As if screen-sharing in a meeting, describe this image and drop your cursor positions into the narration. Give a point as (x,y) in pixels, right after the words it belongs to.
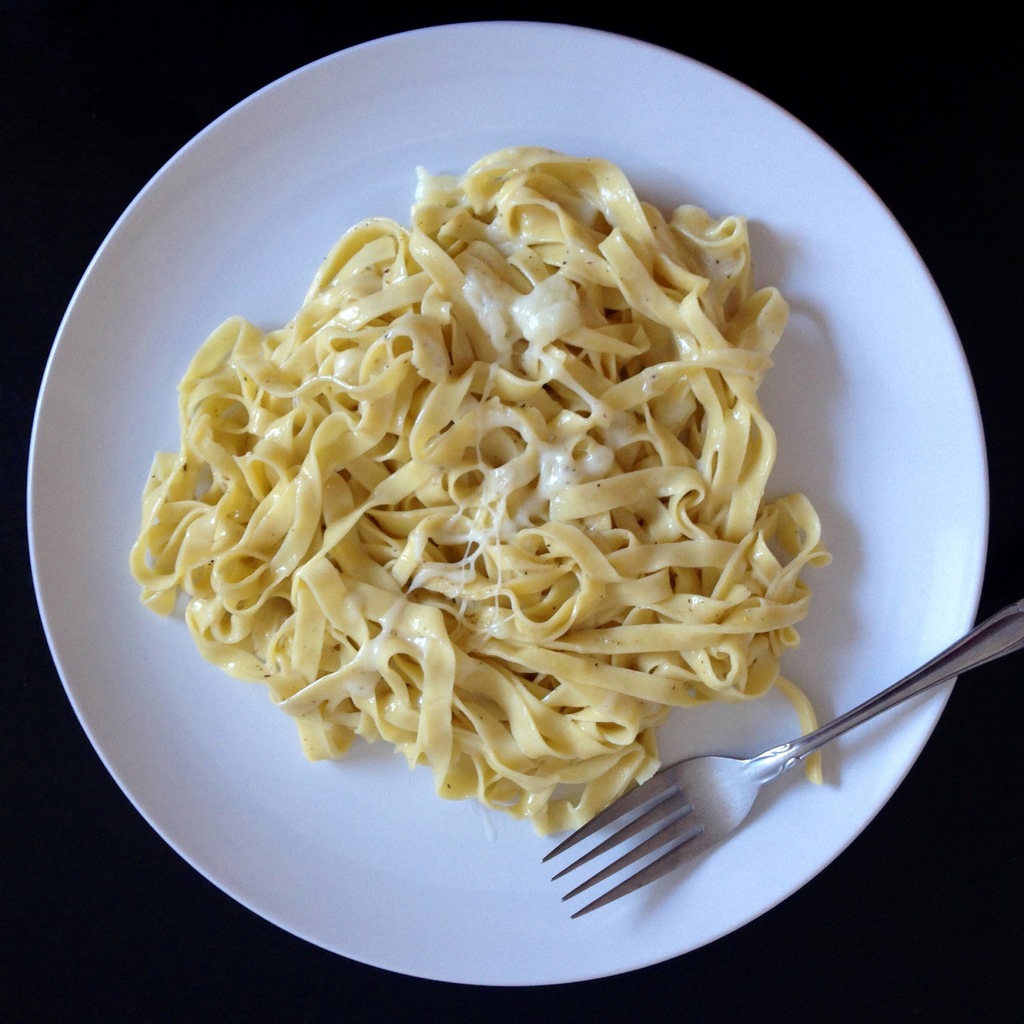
In this picture there is food (637,345) and there is a fork (991,645) on the white plate (506,855). At the bottom (148,990) there is a black background (909,15).
